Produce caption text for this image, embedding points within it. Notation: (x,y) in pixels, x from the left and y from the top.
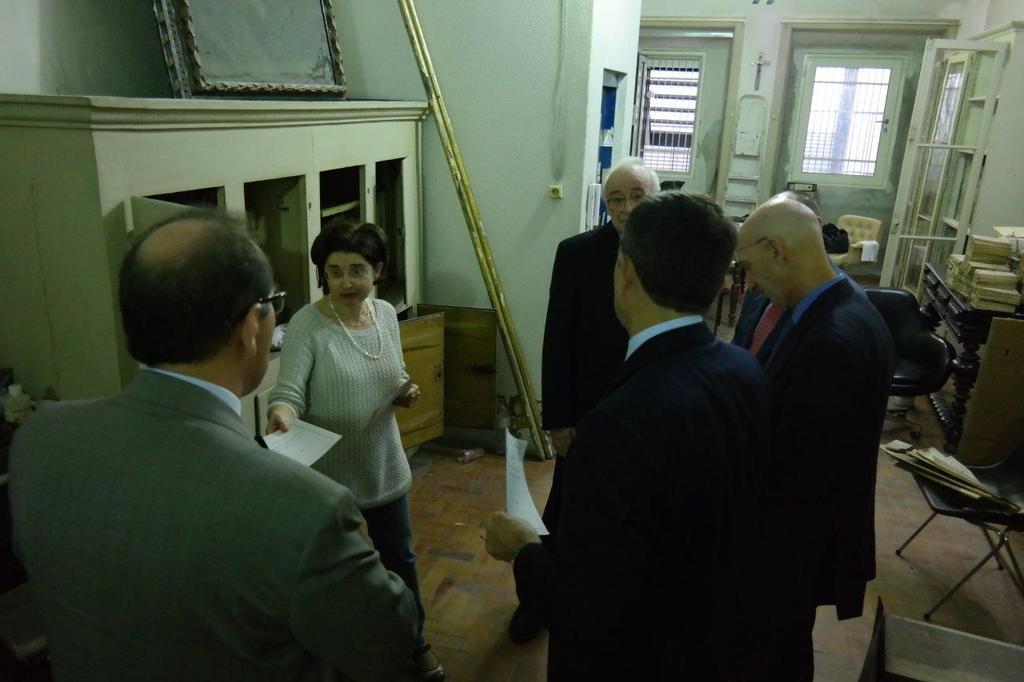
This picture is clicked inside. In the foreground (320,391) we can see the group of persons (693,326) wearing suits (223,522) and standing on the ground (965,530) and we can see the woman (370,416) wearing t-shirt (344,400), holding a paper (321,438) and standing on the ground (970,546) and there is a man (616,438) wearing suit (616,488), holding a paper (525,497) and standing on the ground (488,477). In the background (605,149) we can see the windows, door (937,137), books (1000,268), chair (906,354), wooden cabinet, metal rods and many other objects (934,270).
